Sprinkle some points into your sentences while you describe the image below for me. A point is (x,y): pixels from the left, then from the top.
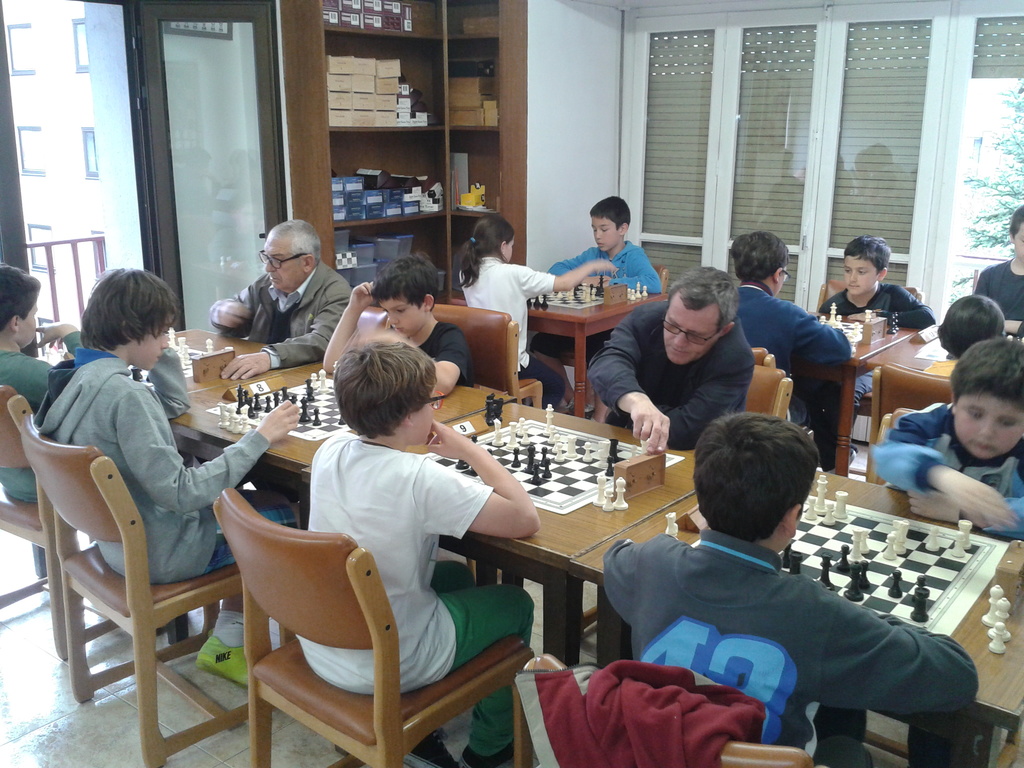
In this picture we can see some persons (737,569) are sitting on the chairs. This is the table (565,564) and these are the chess boards (956,619). And there is a wall (568,93), this is the rack (363,131). And this is the floor (58,740).
